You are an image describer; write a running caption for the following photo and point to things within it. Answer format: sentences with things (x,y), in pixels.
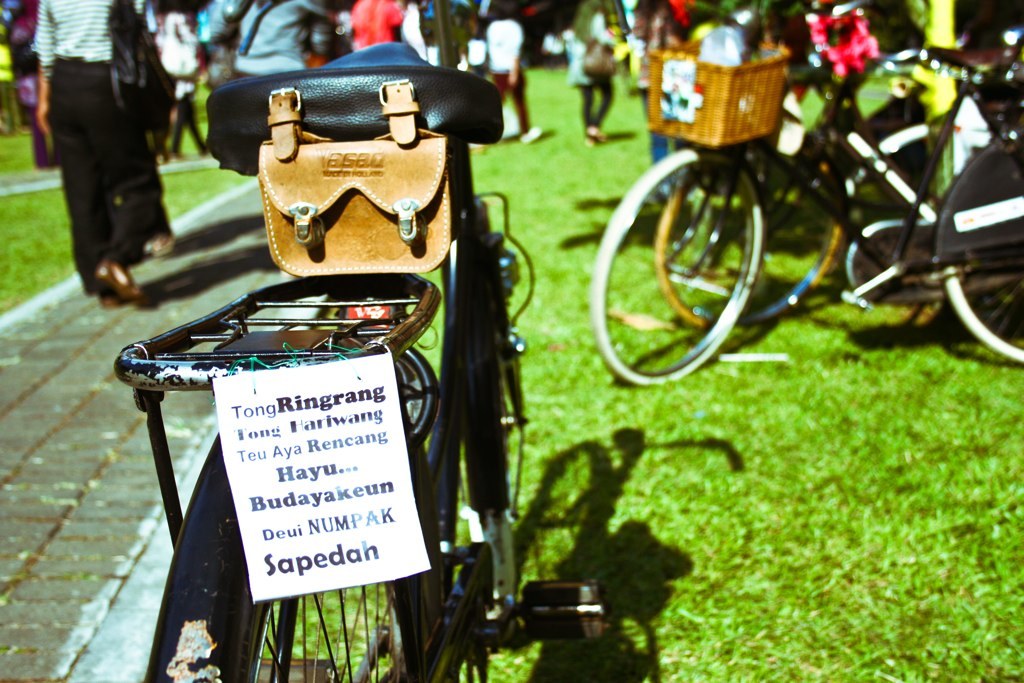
In the left side (317,502) there is a paper (320,469) attached to this cycle (366,332), which is in black color. Few people (17,14) are walking on this way (225,243), in the right side (773,468) it is grass (789,518).
